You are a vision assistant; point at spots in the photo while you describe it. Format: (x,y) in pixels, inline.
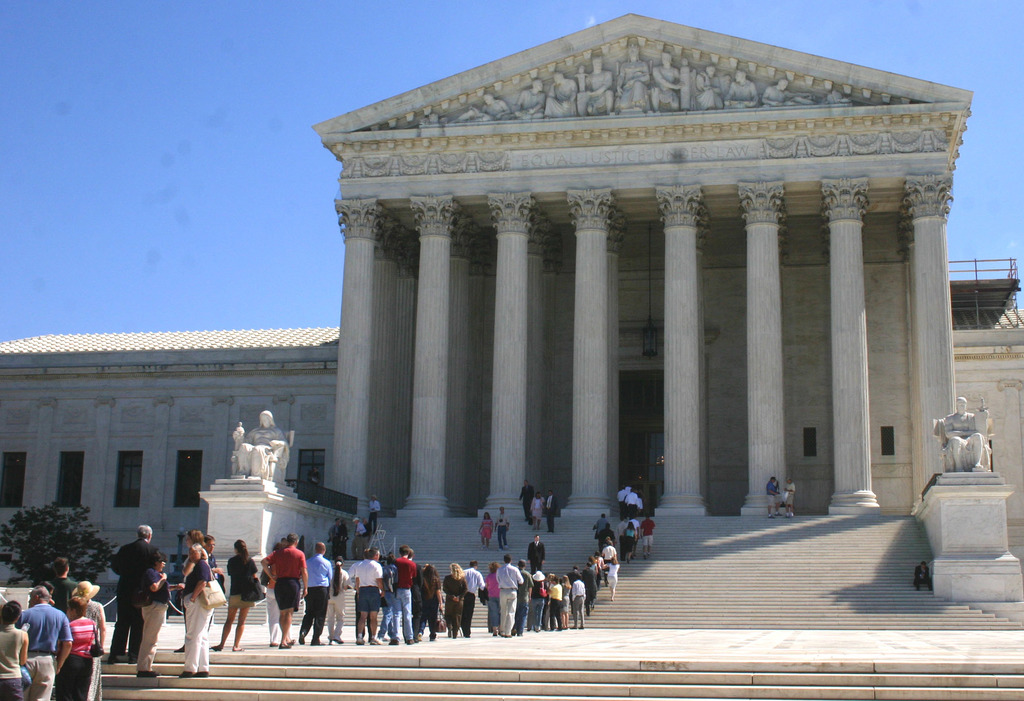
There is a big palace (496,372) and there are plenty of people (467,612) standing in a queue (625,503) to enter into the palace (302,463), on the left side (283,464) and right side of the palace (398,450) there are two sculptures (980,466) and the palace (900,398) is of white color.
